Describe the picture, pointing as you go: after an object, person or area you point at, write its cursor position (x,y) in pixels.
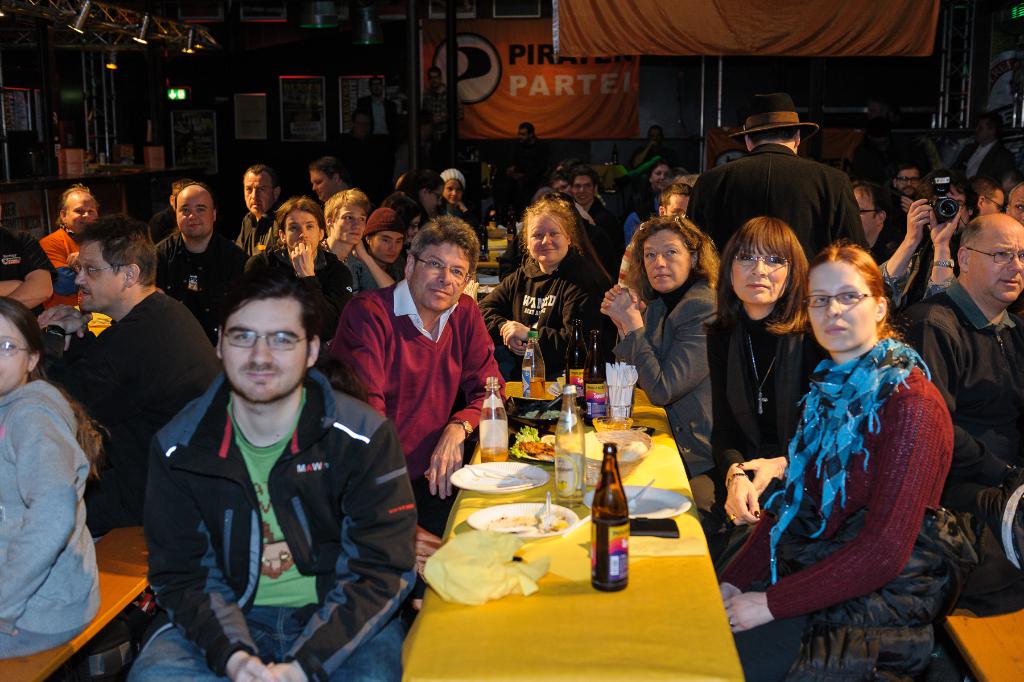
In this picture we can see so many people (397,468) are sitting, in front (604,640) we can see the table (650,641), on which we can see some plates (553,434), glasses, bottles (597,485) are placed, behind we can see frames (302,115) to the wall (330,121) and we can see one banner (516,100).
